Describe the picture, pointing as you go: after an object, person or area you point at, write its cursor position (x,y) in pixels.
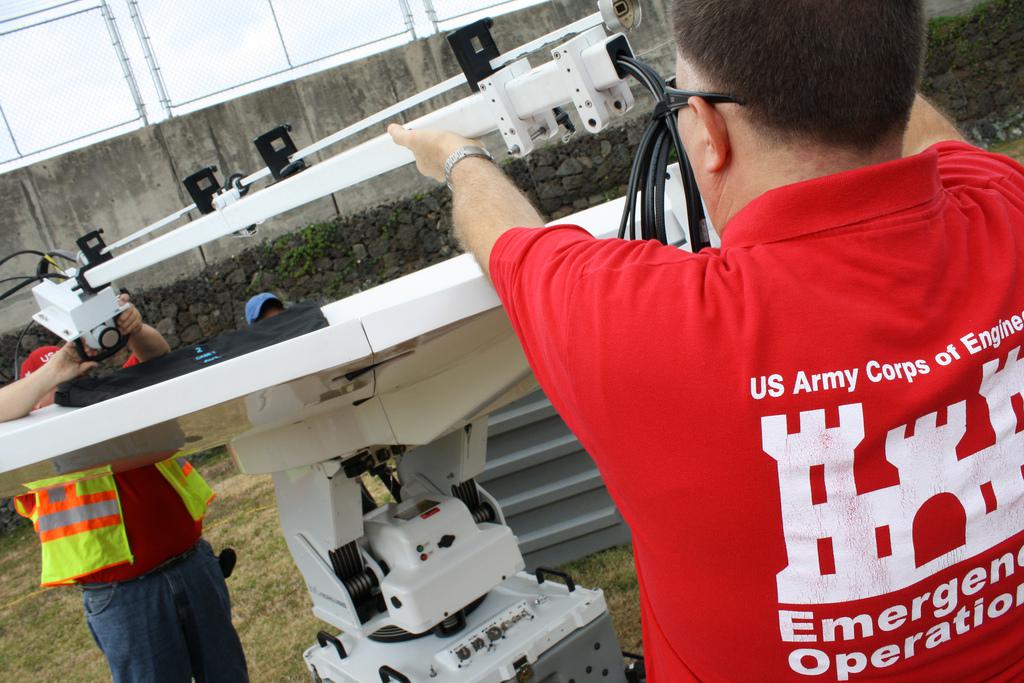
The man (888,319) on the right corner of the picture (874,411) wearing red t-shirt (697,365) is holding a machinery equipment (550,133) in his hand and the man (69,549) on the opposite side wearing a yellow jacket (100,529) is also holding a machine (129,407) in his hand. Behind them, we see a wall (158,160) and a fence (188,99). At the top of the picture (265,83), we see the sky (298,39).
